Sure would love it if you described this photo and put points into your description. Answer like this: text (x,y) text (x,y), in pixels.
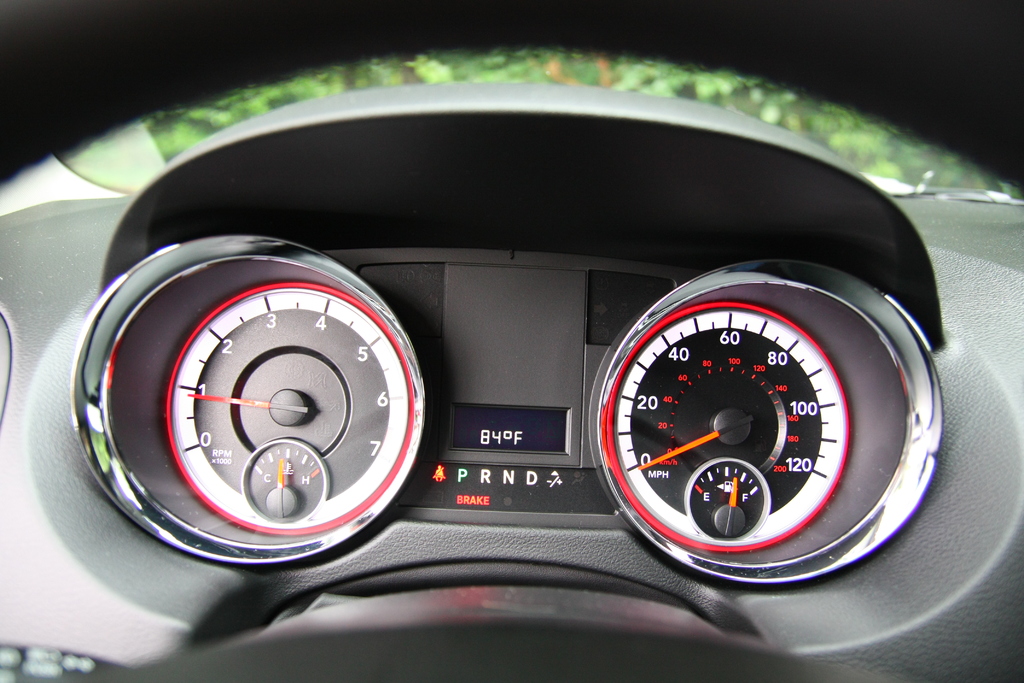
In this image there are two meter indicators (402,388) attached to the vehicle (480,320). In between them there is a screen (513,420) displaying the temperature.
